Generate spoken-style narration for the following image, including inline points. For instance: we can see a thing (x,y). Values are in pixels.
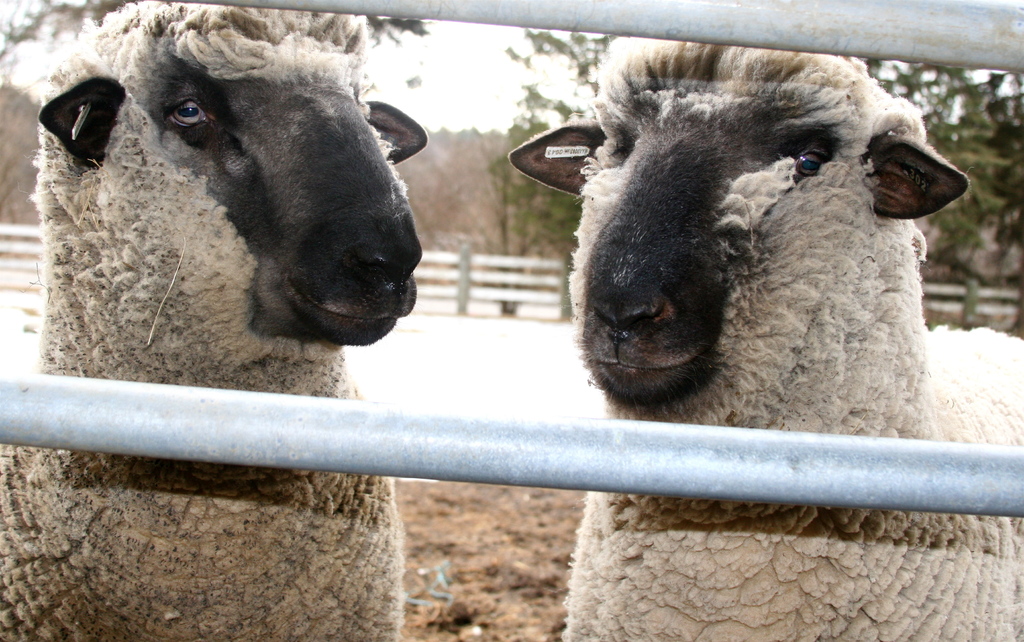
In this picture we can see rods (463,10) and sheep (205,30). In the background of the image (490,275) it is blurry and we can see fence (540,277), trees (538,205) and sky (488,107).
